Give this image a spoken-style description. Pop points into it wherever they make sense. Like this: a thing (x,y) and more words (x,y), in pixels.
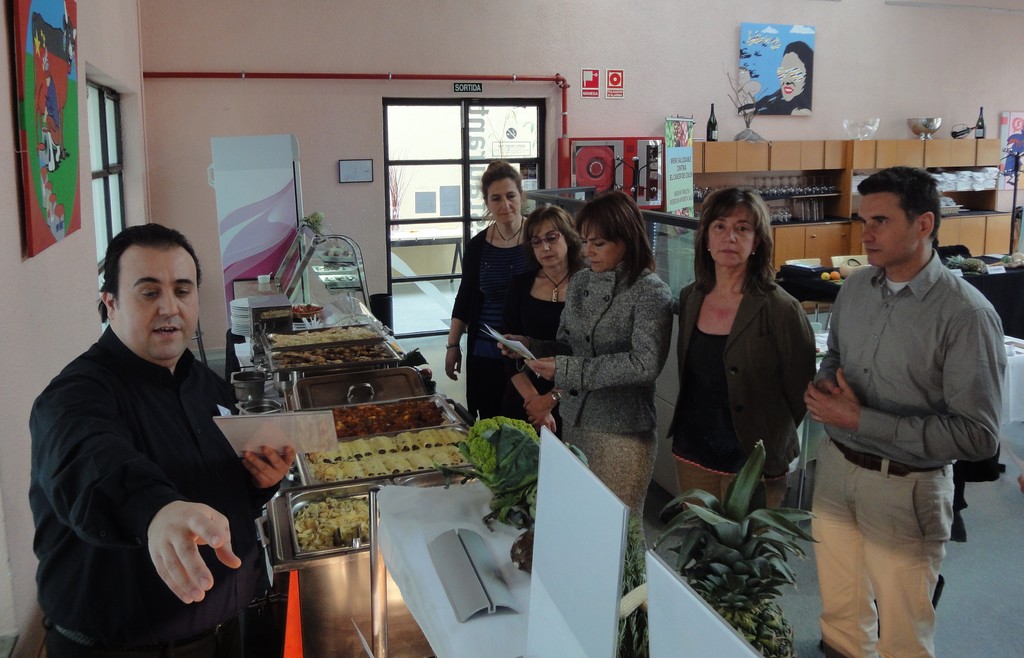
In this picture, we see a man (135,449) in black shirt (152,397) is standing. He is holding a white card (239,435) in his hand (258,468). In front of him, we see the vessels (309,471) containing many food items (322,335). Beside that, we see a white table (458,504). Beside that, we see a pineapple (719,587) and vegetables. Here, we see four women (690,365) and a man (834,419) are standing. The woman (636,336) in the middle (599,378) is holding a paper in her hands (543,363). Behind them, we see a table (837,282) on which some objects (837,282) are placed. Beside that, we see a rack (801,229) in which glasses (783,183), bowls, tissue papers (964,176), glass bottles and flower vases (746,118) are placed. Beside that, we see a board (680,184) with some text (680,190) written on it. In the background (475,67), we see a glass door (428,168) and a wall (463,66) on which poster (797,59) is pasted. On the left side (54,55), we see a poster (48,121) is pasted on the wall (0,194).
